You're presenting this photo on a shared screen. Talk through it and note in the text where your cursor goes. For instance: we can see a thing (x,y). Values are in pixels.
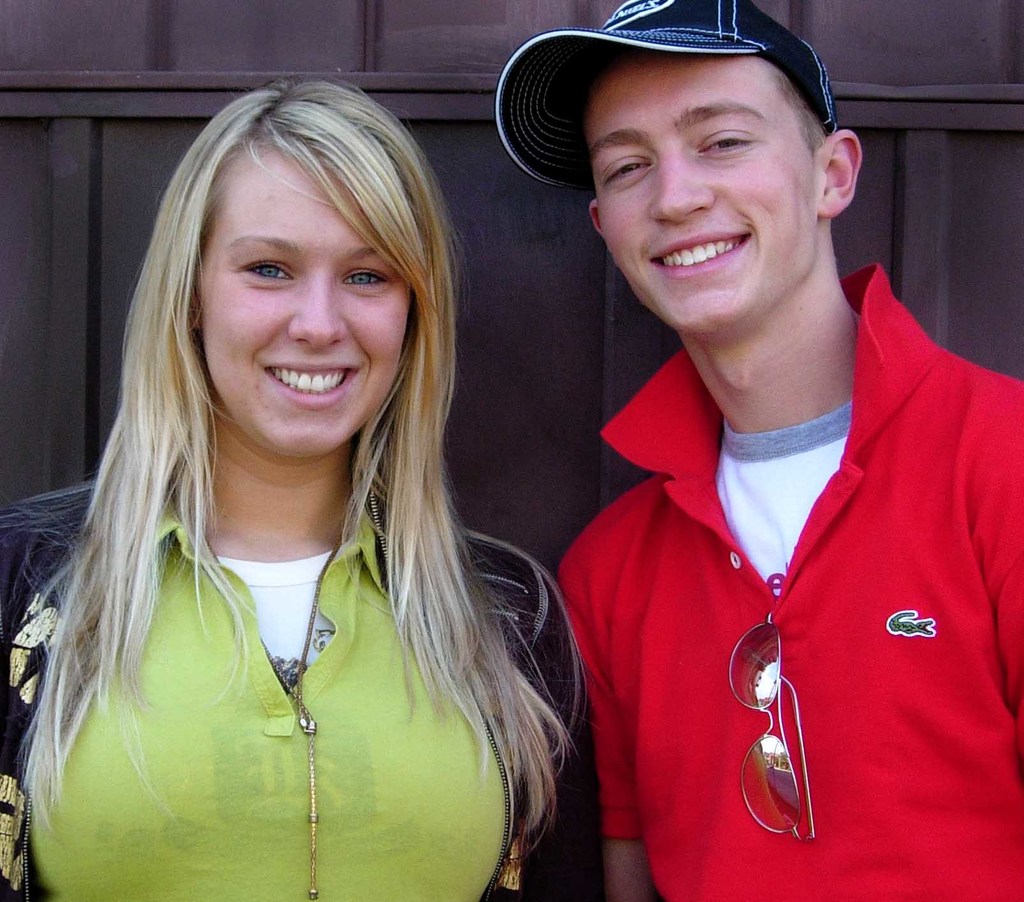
In this image we can see two people (119,781) are smiling and standing, among them one is wearing a cap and in the background (616,317) we can see a wall (513,519).
